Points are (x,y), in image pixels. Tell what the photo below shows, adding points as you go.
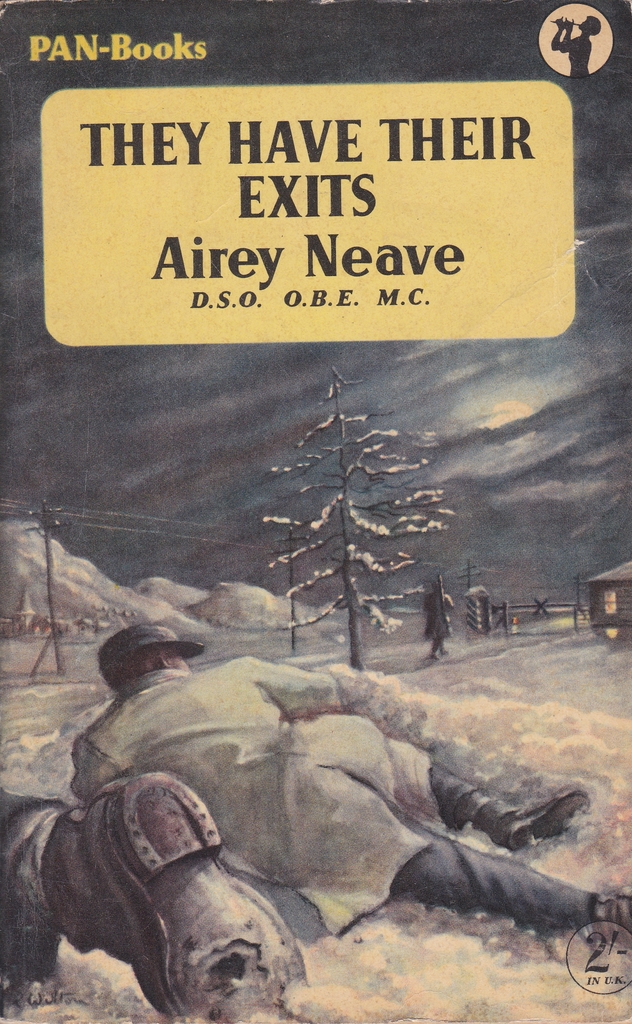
In this image I can see the cover page (161,389) of the book (213,427). On the book (145,712) I can see few people (195,766), trees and the house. I can also see mountains (208,593), clouds (271,489) and the sky (320,420). And there is something is written on it.
